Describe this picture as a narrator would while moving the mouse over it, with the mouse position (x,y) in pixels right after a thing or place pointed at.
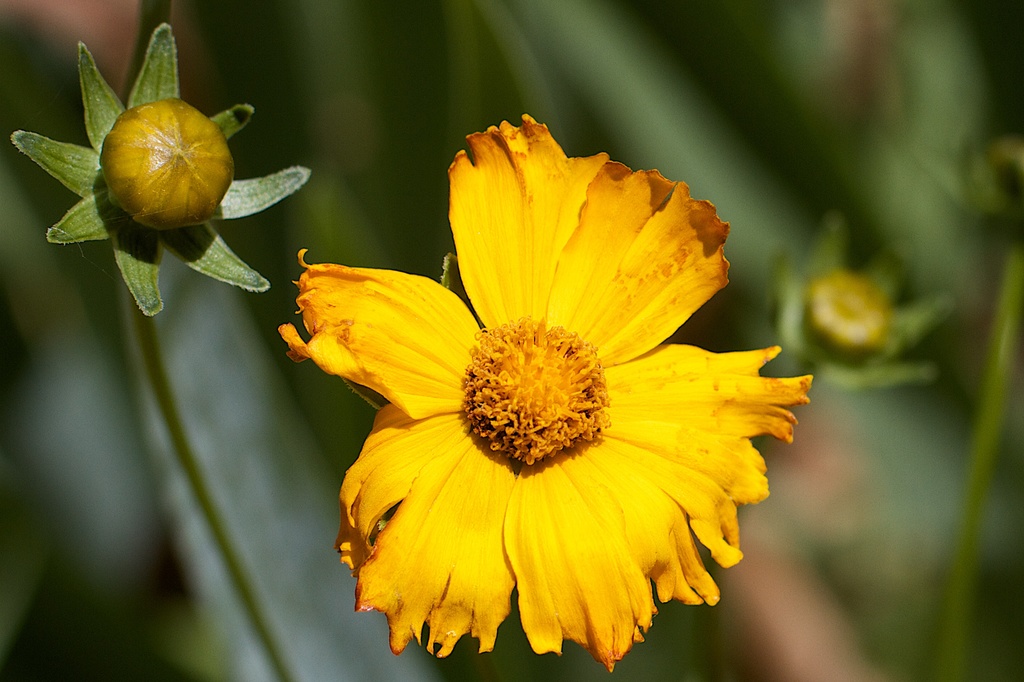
Here we can see yellow flower (646,512) and flower buds (206,142). Background (919,351) it is blur.
